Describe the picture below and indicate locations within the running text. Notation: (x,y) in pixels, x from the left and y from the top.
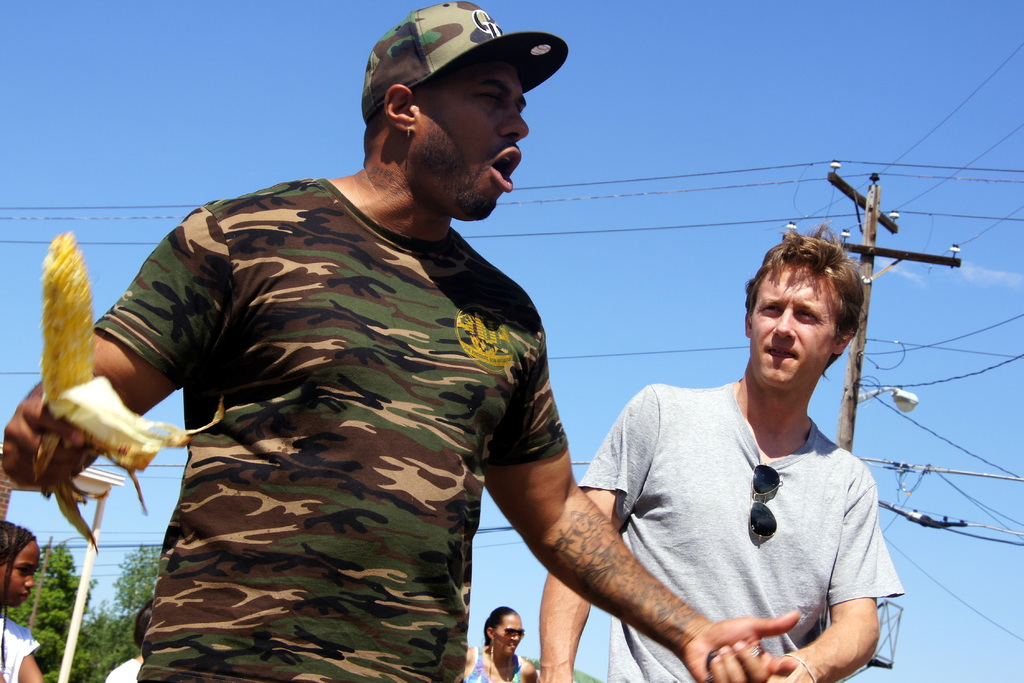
There are people (519,423), among them he is holding a maize (65,308). We can see poles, wires (896,367) and light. In the background (868,358) we can see trees (56,568) and sky (835,200) in blue color.
